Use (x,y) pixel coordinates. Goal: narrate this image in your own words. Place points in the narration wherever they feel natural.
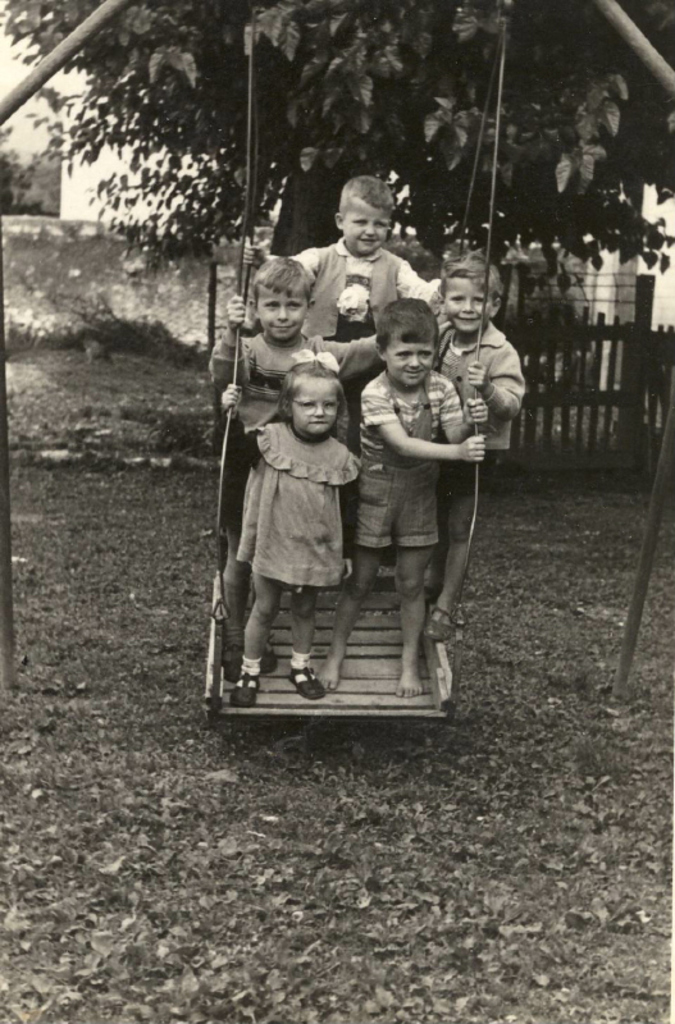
In this image there are group of persons (299,479) standing and smiling. In the background (342,24) there is a tree (453,101) and there is a fence (573,379) and there are plants (140,334). On the ground (354,894) there are dry leaves (317,898).
